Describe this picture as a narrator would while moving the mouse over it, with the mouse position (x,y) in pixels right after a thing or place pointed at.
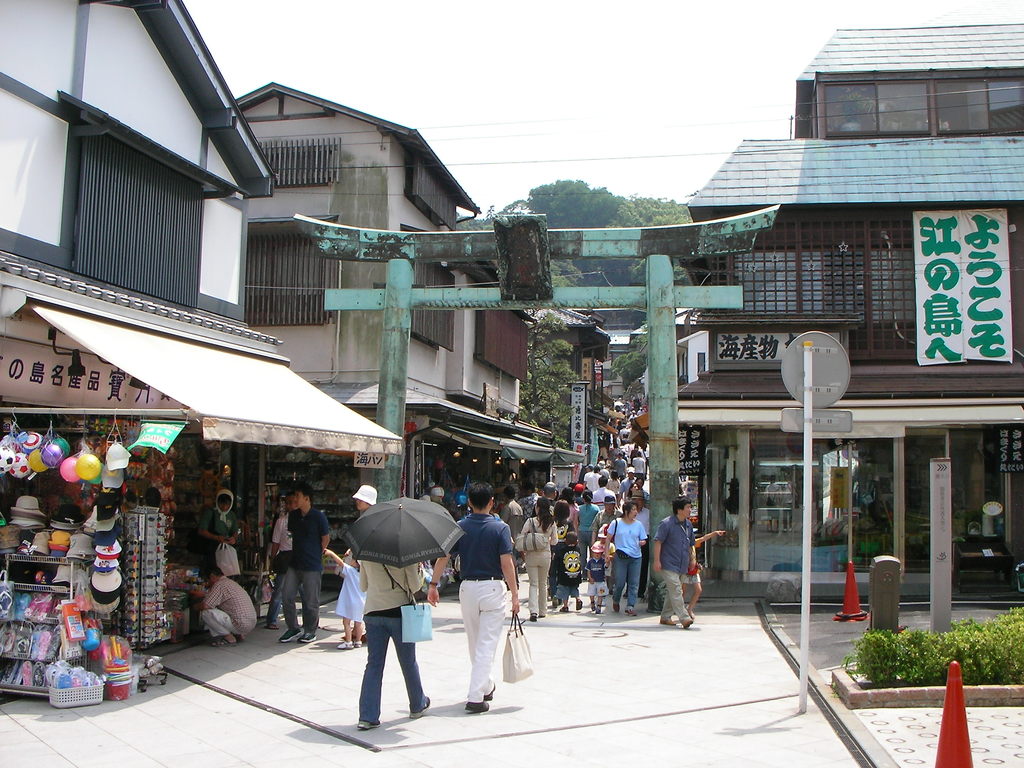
In this image I can see the road (596,690), number of persons (592,553) are standing on the road (456,596) and I can see a person (405,577) is holding a black colored umbrella (435,540). I can see few traffic poles (954,667), a pole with few boards (793,412) attached to it, a green colored arch (655,339), few buildings (389,218), few toys (20,433), white colored banners (35,356) to the buildings (487,280) and few trees (562,265). In the background (514,96) I can see the sky (551,70).
